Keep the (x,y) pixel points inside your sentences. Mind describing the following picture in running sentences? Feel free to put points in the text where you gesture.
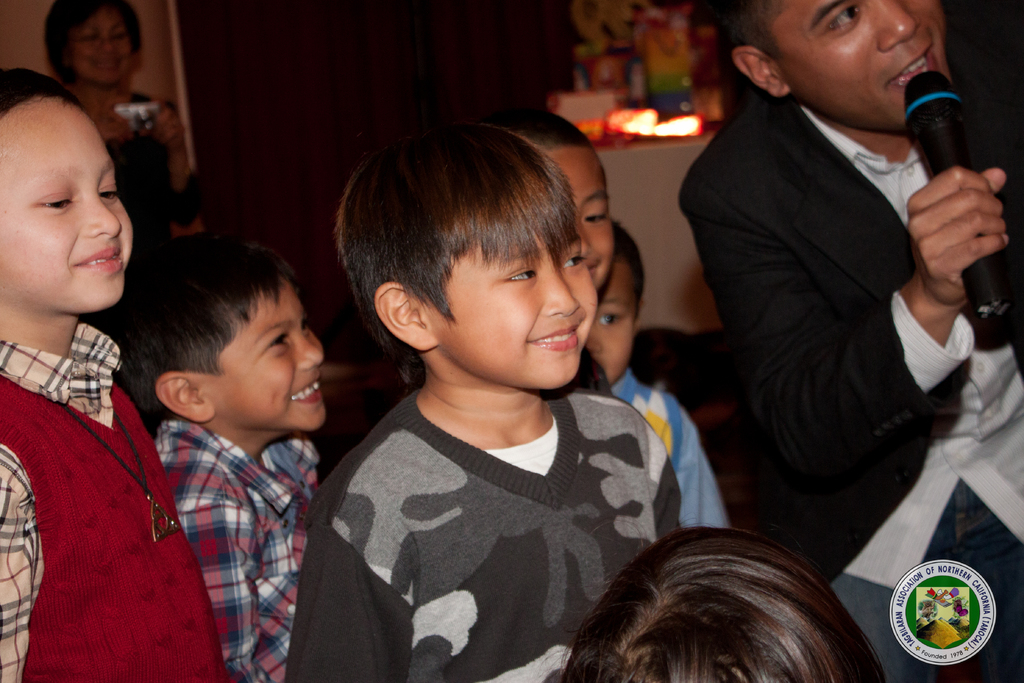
There are a few children (444,680) on the left side (6,516) and they are having a pretty smile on their face (281,382). There is a person (1016,609) on the right side (1012,619). He is wearing a coat (1020,254) and he is having a microphone (930,83) in his hand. He is speaking.
